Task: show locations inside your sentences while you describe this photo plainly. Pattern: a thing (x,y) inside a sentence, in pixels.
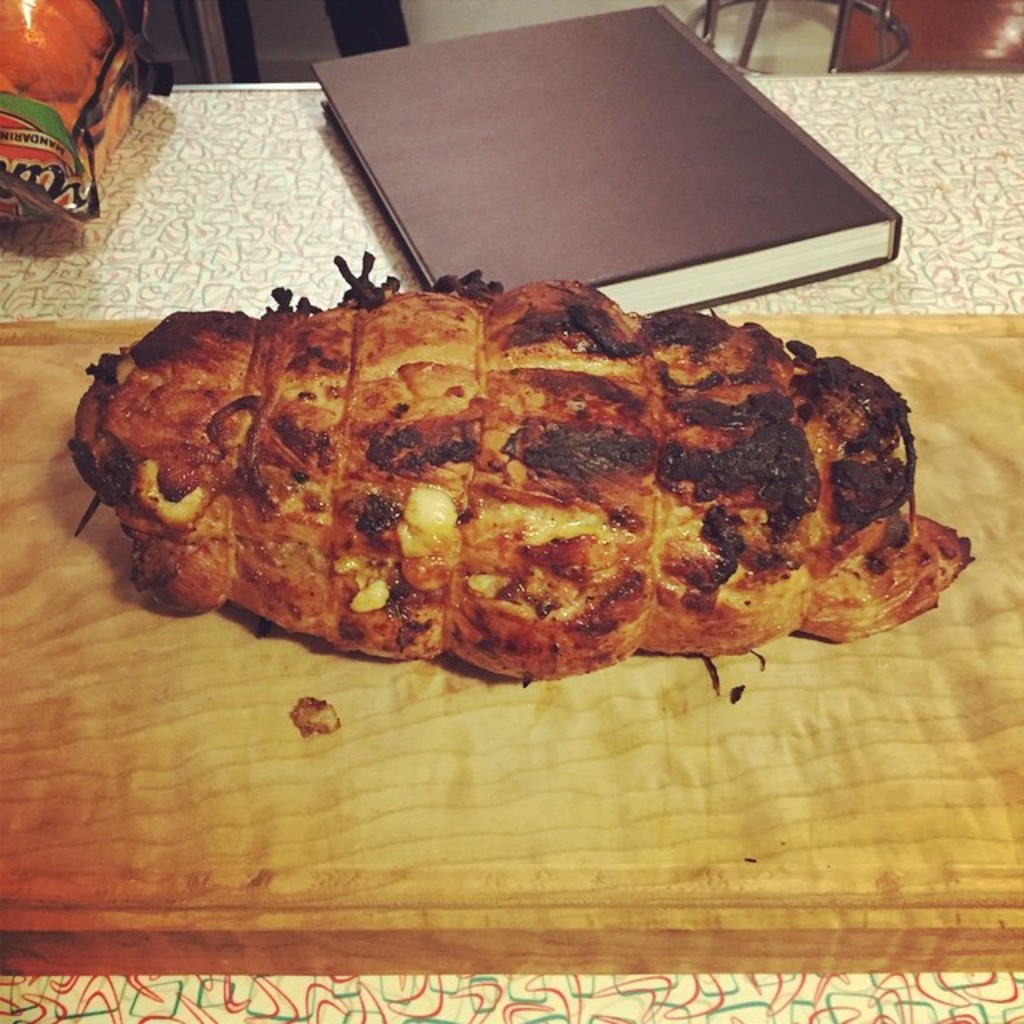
On this wooden platter (660,853) there is a food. Beside this wooden platter (964,805) there is a book (528,76) and thing (101,80). Top of the image (874,12) we can see rods (859,6), wall (545,3) and floor (949,41).
